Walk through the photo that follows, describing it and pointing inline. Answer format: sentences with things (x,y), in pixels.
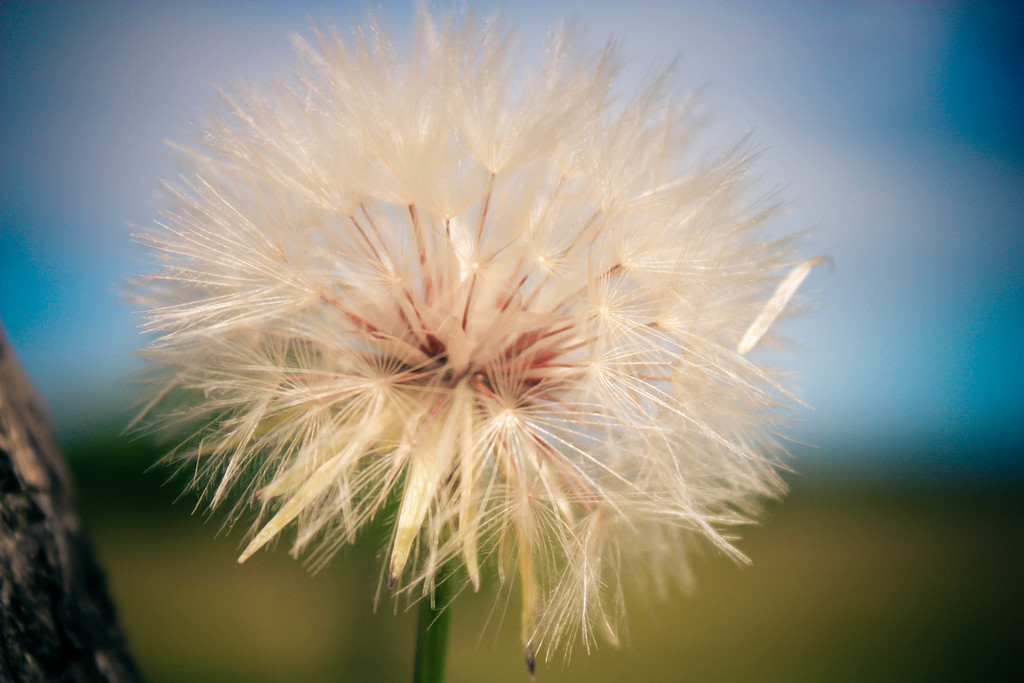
In this picture we can observe a flower (538,318) which is in cream color. We can observe green color stem (436,636). The background (21,144) is completely blurred.
